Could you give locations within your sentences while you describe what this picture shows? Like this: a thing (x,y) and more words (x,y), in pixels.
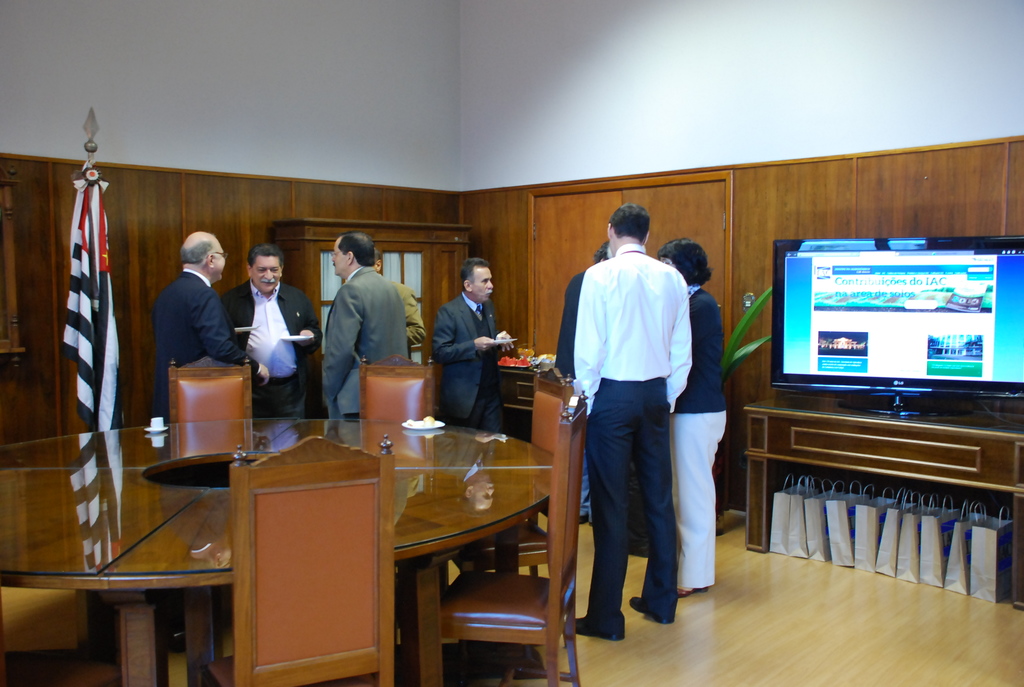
Picture inside of a room (152,390). This group of people (261,339) are standing. We can able to see chairs (188,410), table (166,459) and flag (97,340). On this table (899,428) there is a monitor (1008,361). Under the table (851,442) there are bags (902,526). Far there is a cupboard (389,245).
